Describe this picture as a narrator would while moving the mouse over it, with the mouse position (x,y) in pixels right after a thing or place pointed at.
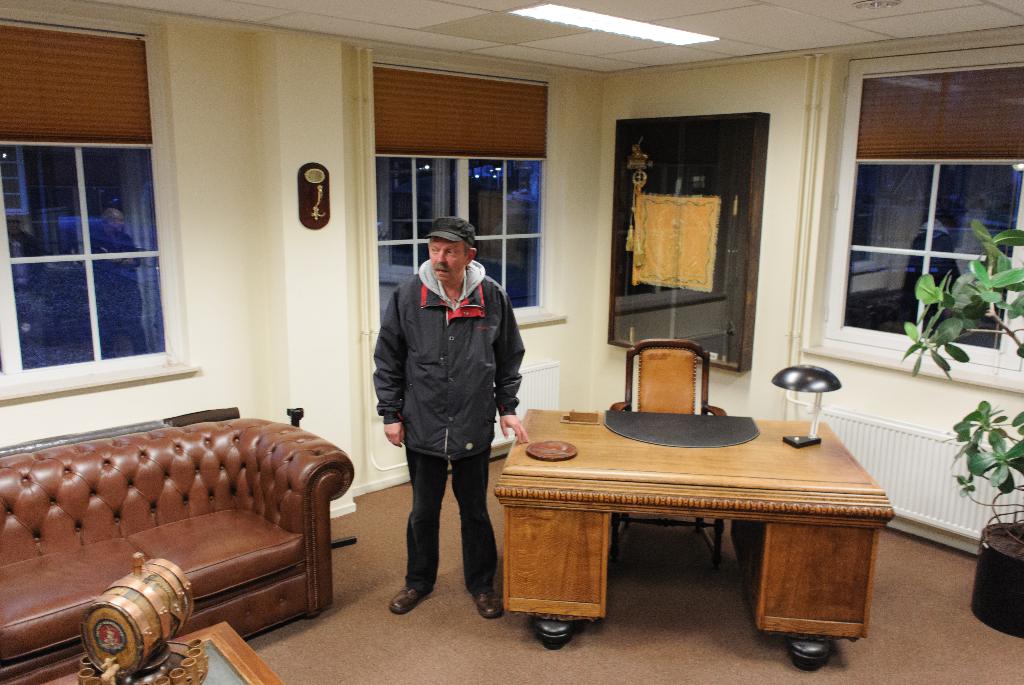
There is a room (326,366). The person (471,293) standing in a room (451,505). He is wearing a colorful black jacket (434,375). He is wearing a cap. There is a table (671,462). There is a mat (672,432), lamp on a table (669,476). We can see in background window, curtain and flower plant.
